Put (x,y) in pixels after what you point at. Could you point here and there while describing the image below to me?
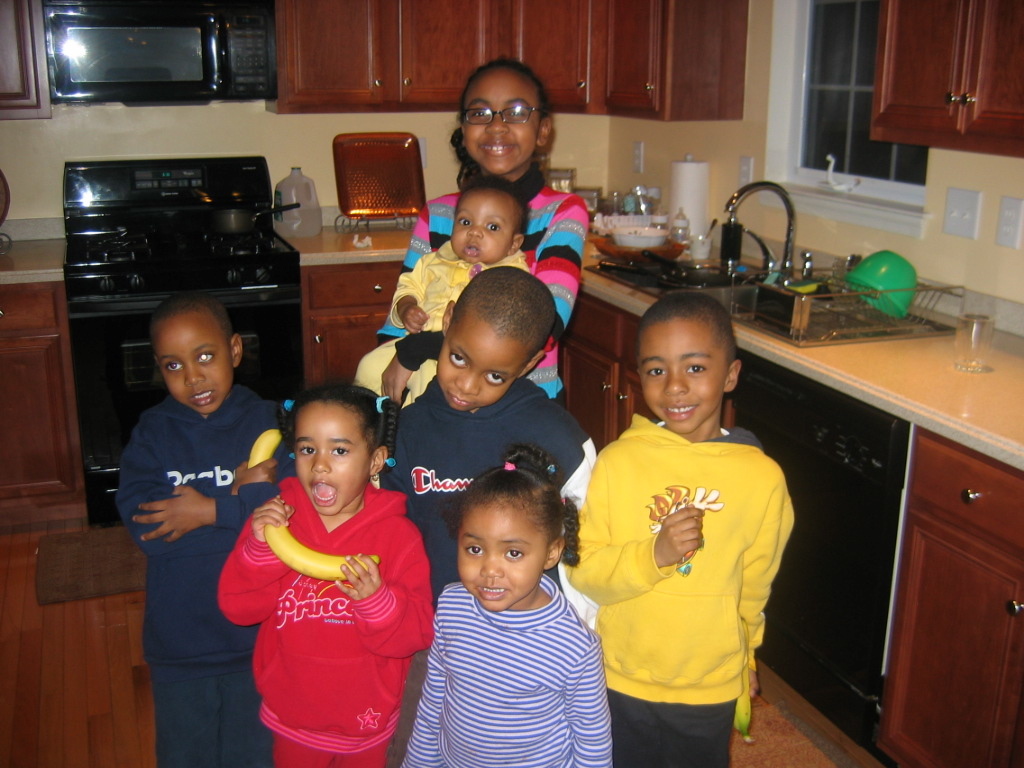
In the foreground of this image (351,607), there are girls (416,570) and boys (499,430) standing on the floor (763,733) and few are holding bananas (331,568) in their hands (237,473). Behind them, there is a girl (540,205) carrying a baby (488,227). In the background (842,350), on the kitchen slab (921,371), there is a glass (980,338), a bowl stand (864,283), sink (745,279), a can (310,211), stove (133,238) on which there is a vessel (248,223) and few more objects (650,212). At the top (613,53), there are wooden cupboards (570,43), a microwave oven (181,48) and a glass window (831,93).
